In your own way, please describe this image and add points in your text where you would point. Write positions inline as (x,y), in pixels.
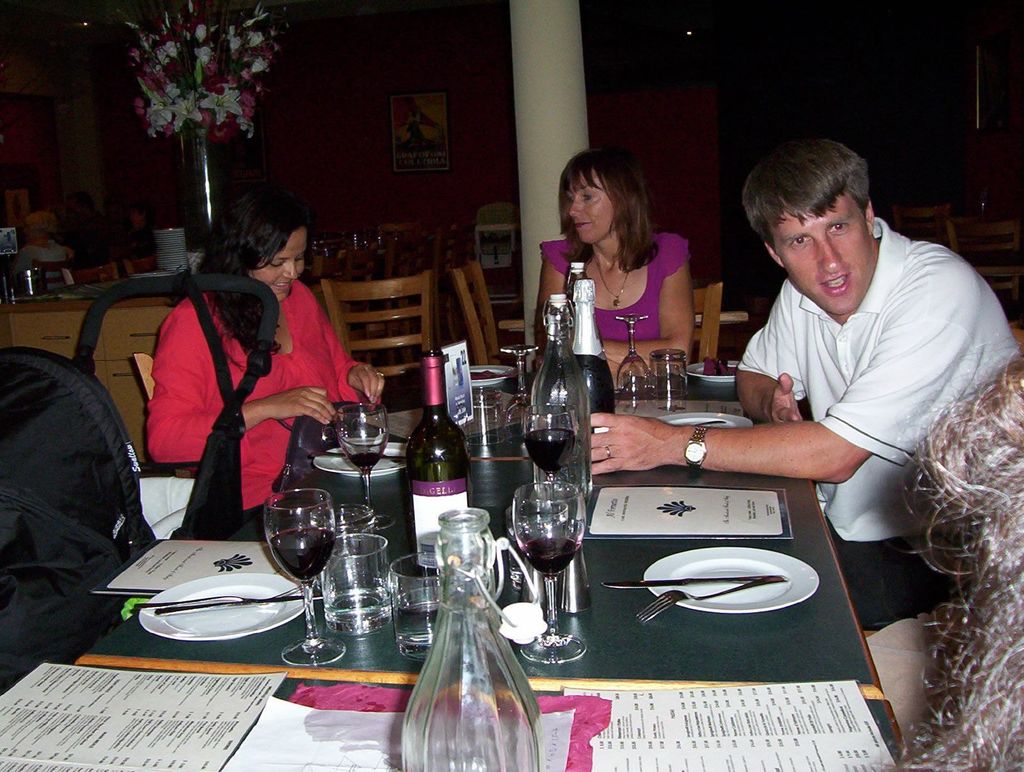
In the middle (399,501) there is a table (561,671) on the table (618,668) there are many plates (750,589), glasses (564,529), bottles (481,607), papers (627,704) and some other items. On the right (880,415) there is a man (901,391) he wear white t shirt (915,440), trouser (880,566) and watch (701,439). In the middle (587,266) there is a woman (590,257) she wear pink dress (641,314) her hair (619,239) is short. On the left (207,393) there is a woman (260,441) she wear red dress (282,381) her hair (259,226) is long. In the background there are many tables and chairs (363,295) and one flower vase (241,130) and pillar (542,90).
